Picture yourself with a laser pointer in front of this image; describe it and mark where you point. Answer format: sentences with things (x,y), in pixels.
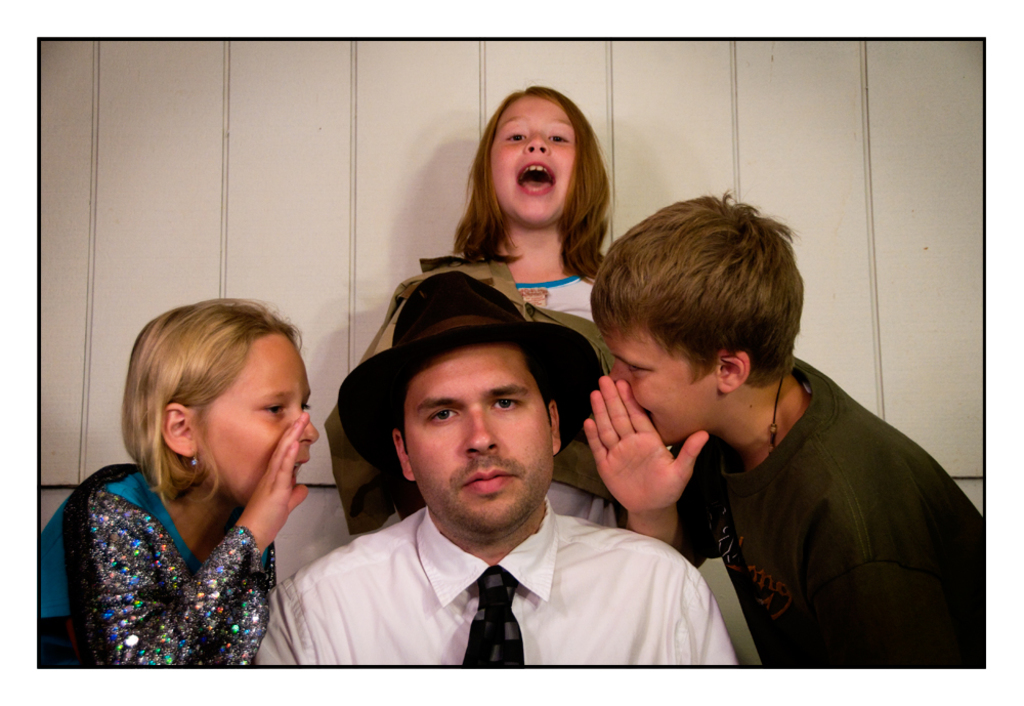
In this picture, we see the man (568,527) in white shirt (570,614) and a black hat (467,337) is sitting. He is looking at the camera. Beside him, we see the girl (136,497) and the boy (734,518) are shouting in his ears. Behind him, we see the girl (541,304) in white T-shirt (544,292) is standing and she is shouting. In the background (446,239), we see a white wall (305,169). This might be an edited image.
